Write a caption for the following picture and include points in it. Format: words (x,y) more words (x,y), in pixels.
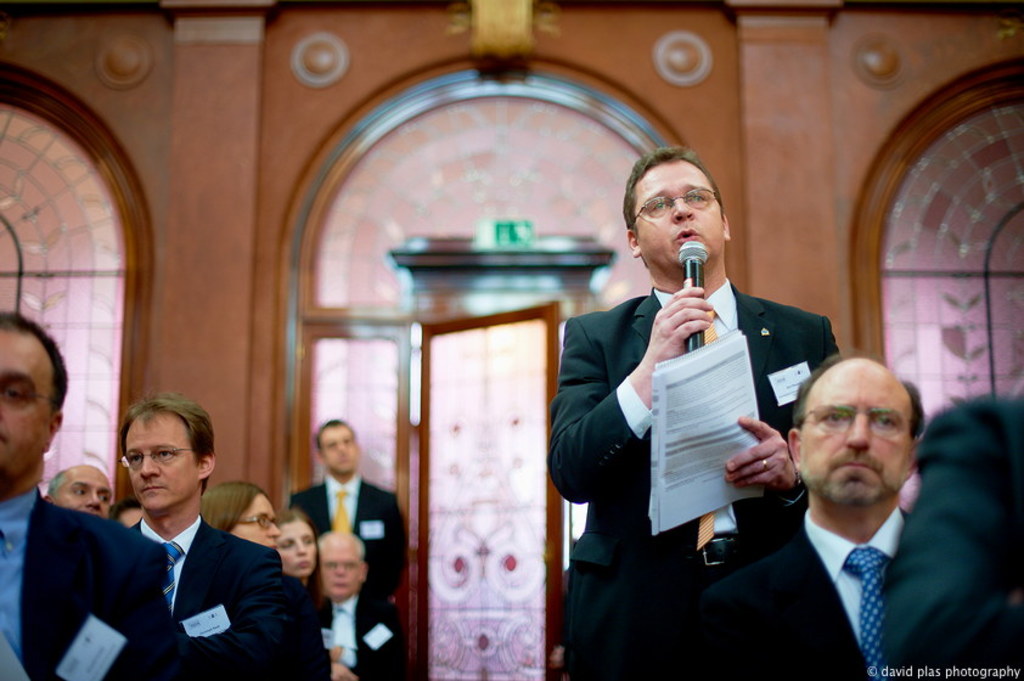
There is a man (772,381) talking on the mike (693,250) and he is holding papers (694,480) with his hand (776,461). He has spectacles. Here we can see few persons (827,665). In the background (242,124) we can see wall (228,118) and a door (456,484).
